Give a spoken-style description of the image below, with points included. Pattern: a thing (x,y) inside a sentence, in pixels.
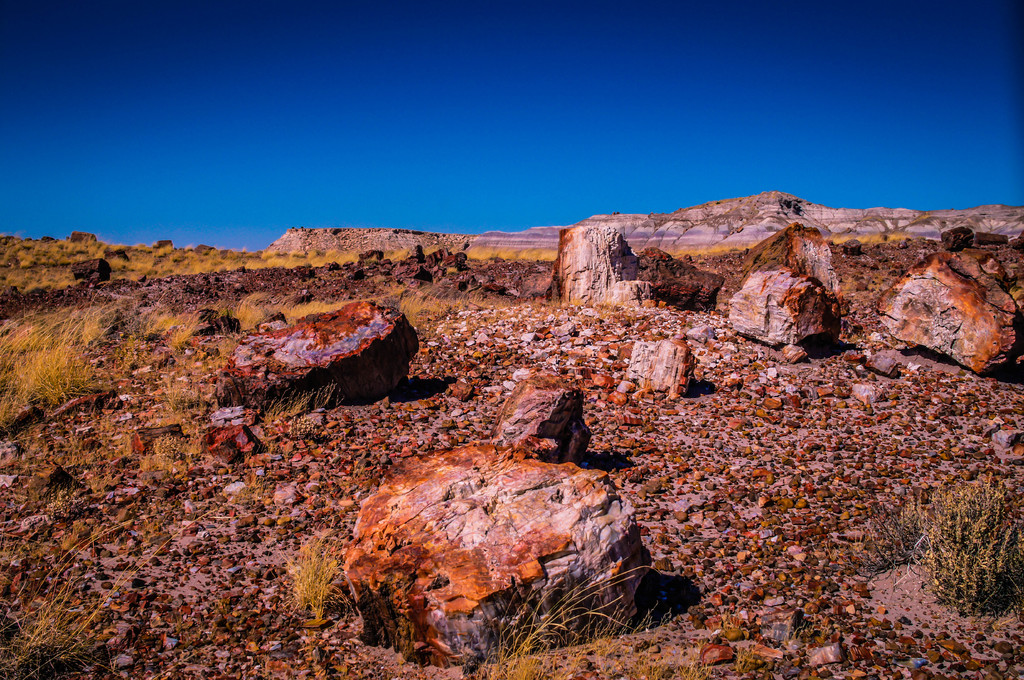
This picture is clicked outside. In the foreground (602,502) we can see the grass (70,390), gravels (418,360), rocks (516,294) and some other objects (427,274). In the background (450,133) we can see the sky (623,115).
